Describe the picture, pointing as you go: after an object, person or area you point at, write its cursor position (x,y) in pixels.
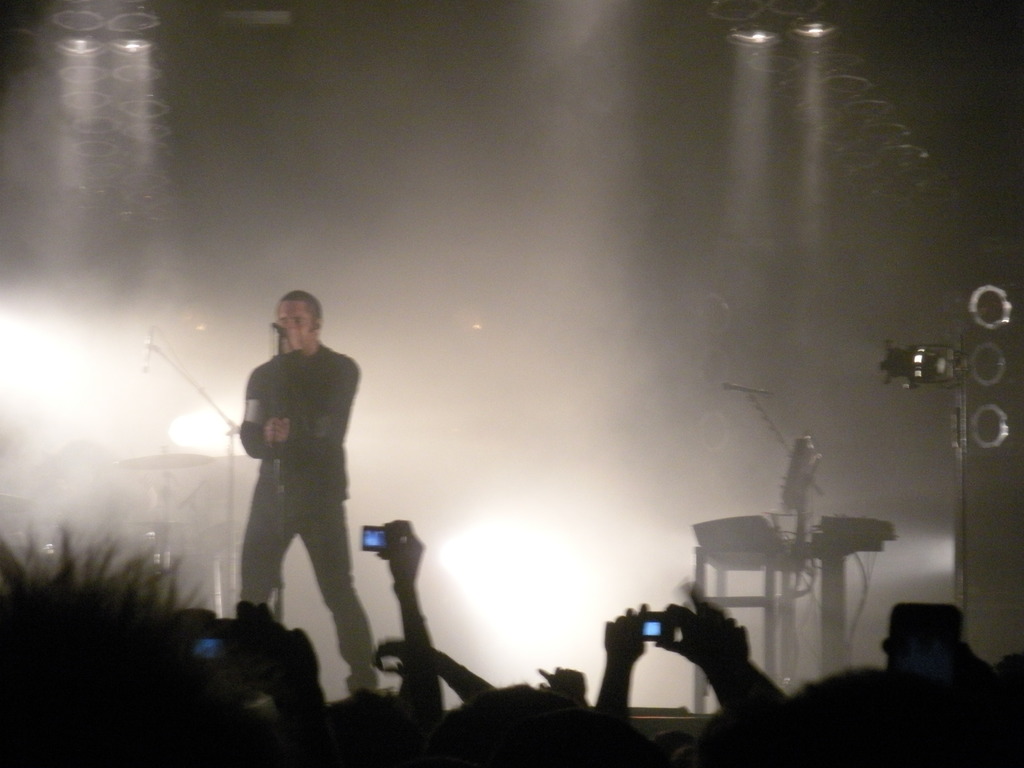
At the bottom of the image (454,687) there are people (134,662) holding mobile phones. In the center of the image (352,360) there is a person (318,523) singing in a mic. In the background of the image (774,571) there are musical instruments (868,529). At the top of the image (124,27) there is ceiling (739,23) with lights (746,40).
